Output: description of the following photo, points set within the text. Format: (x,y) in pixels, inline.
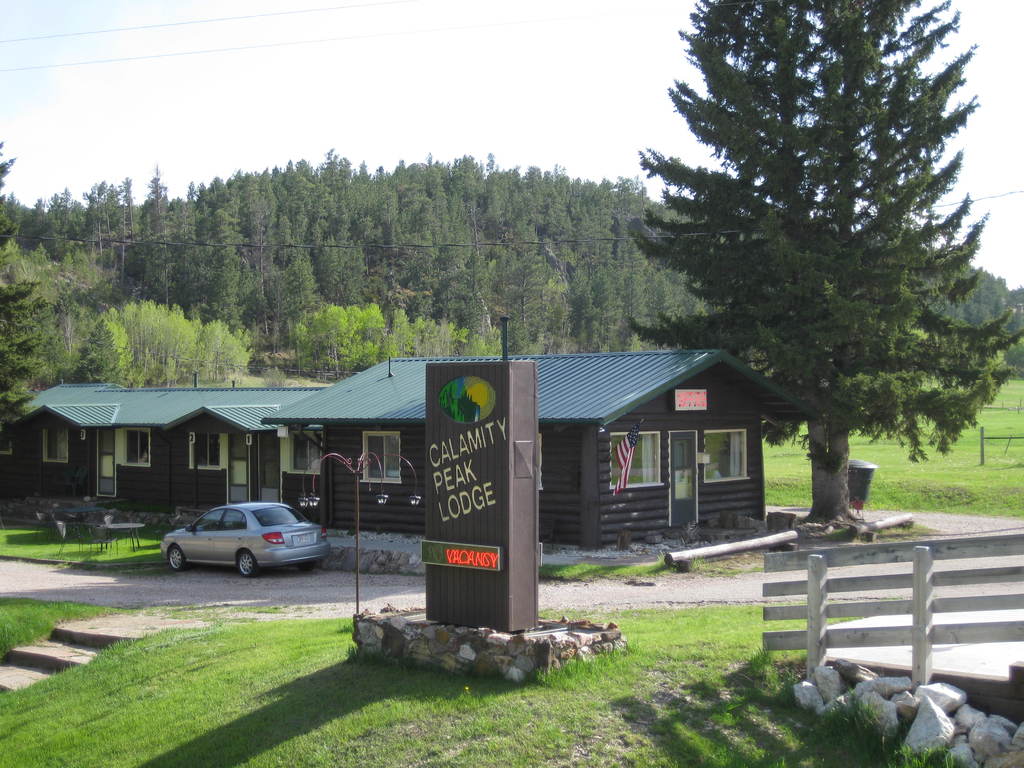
In this image there is a board (469,458) with text (454,518) on the ground (452,698). There is grass (428,708) on the ground (499,679). Beside the board (479,524) there are lights (316,501) to a pole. To the left (115,638) there are steps (183,619). Behind the board (522,597) there is a path (541,597). There is a car (257,531) parked on the path (269,596). Behind the car (231,507) there is a house (281,422). In front of the house (141,449) there are tables (129,531) and chairs (105,531). Beside the house (657,415) there is a tree (823,419). To the right (882,609) there is a wooden fencing (928,610). In front of the fencing (933,612) there are stones (916,737) on the ground (792,684). In the background (525,286) there are trees (360,228). At the top (427,82) there is the sky (374,67).
